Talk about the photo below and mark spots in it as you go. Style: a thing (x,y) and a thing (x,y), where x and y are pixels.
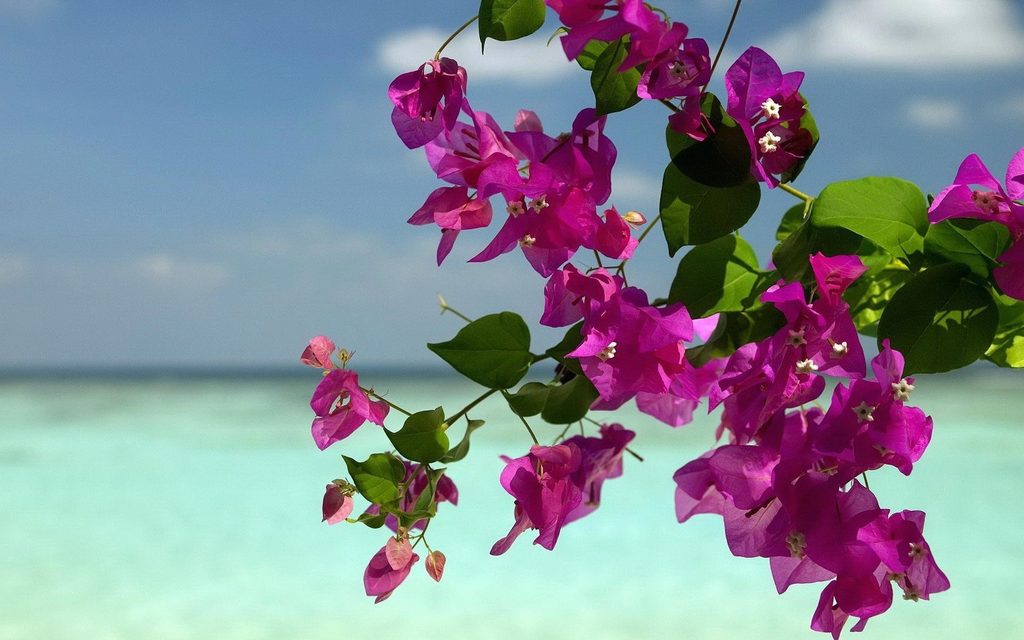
There are pink color flowers (445,162) with leaves (732,255) on a stem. In the back (280,297) it is blurred.
